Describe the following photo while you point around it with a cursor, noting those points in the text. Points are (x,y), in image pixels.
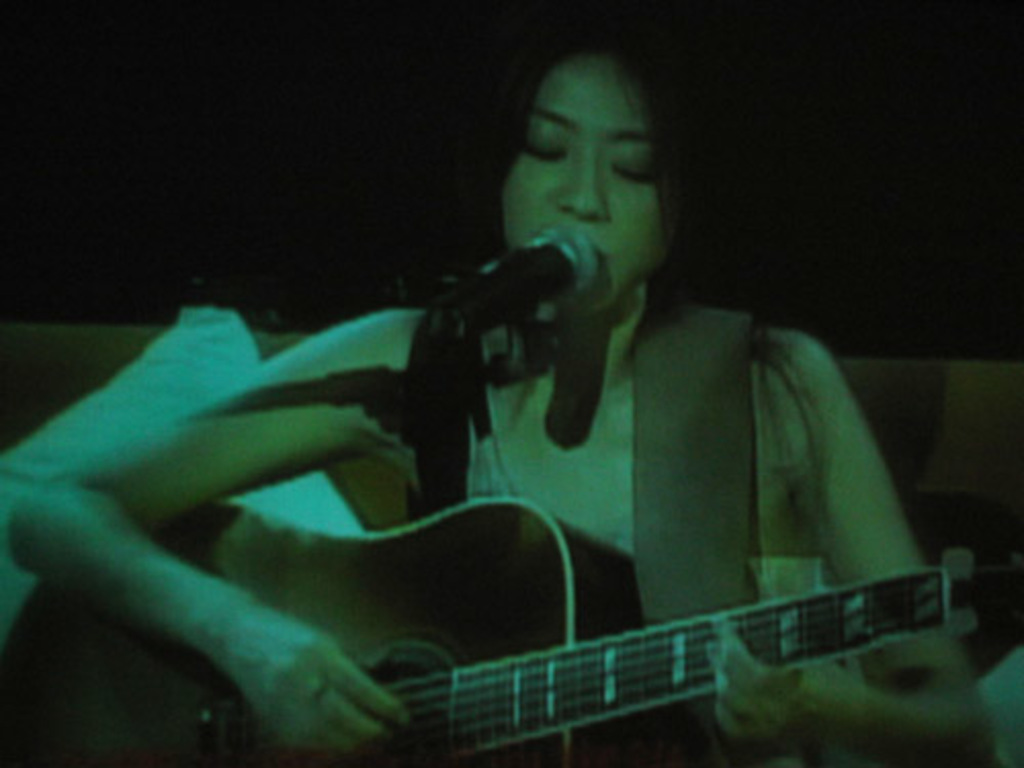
In the center (626,277) we can see one woman (634,319) sitting on couch (389,451) and holding guitar (602,688). In front (574,237) there is a microphone (577,272). In the background (462,160) there is a wall (387,114).
